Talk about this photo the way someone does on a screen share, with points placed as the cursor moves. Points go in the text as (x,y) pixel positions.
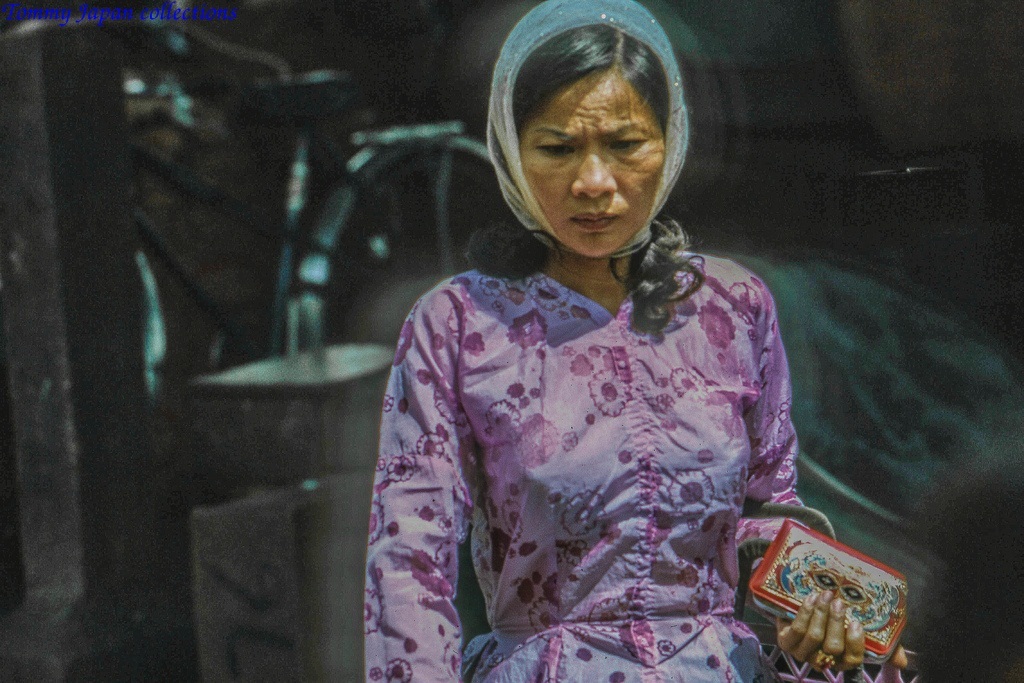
In this picture we can see a woman (644,556) holding a purse (797,580) in her hand (855,660). There is a bicycle (165,182) and other objects (835,476) visible in the background (24,41). It seems like the background (843,465) is blurry. There is some text (129,13) visible in the top left (116,14).
